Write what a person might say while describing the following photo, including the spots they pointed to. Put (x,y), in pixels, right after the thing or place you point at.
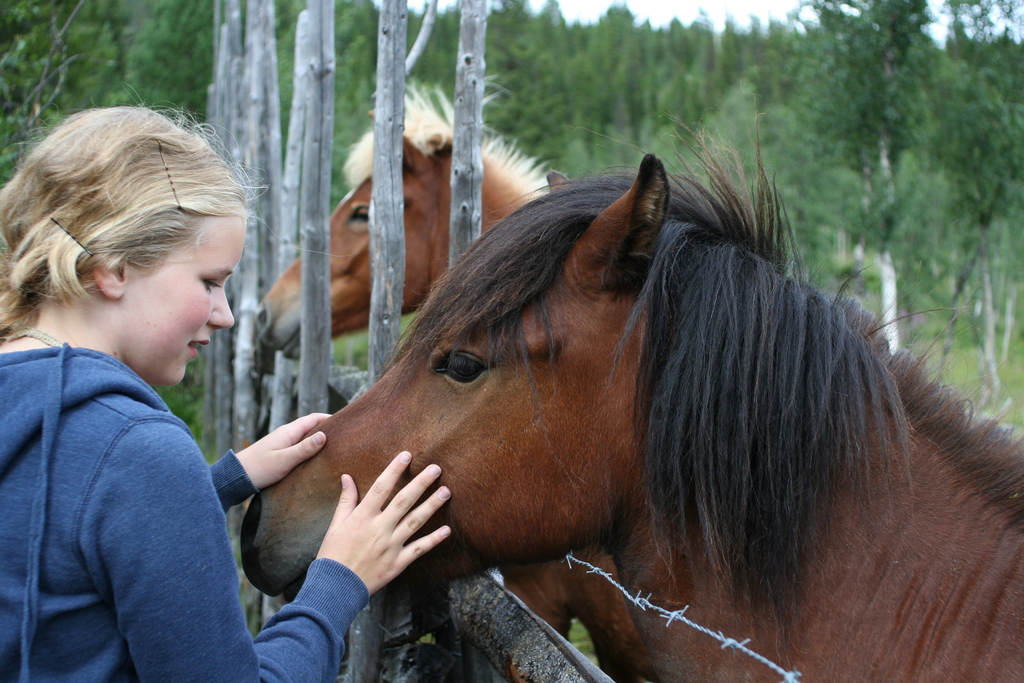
This is the picture of a lady (242,457) who is holding the horse (520,395) and beside the horse (550,354) there is an another horse (371,175) and some plants (104,69) around them.
